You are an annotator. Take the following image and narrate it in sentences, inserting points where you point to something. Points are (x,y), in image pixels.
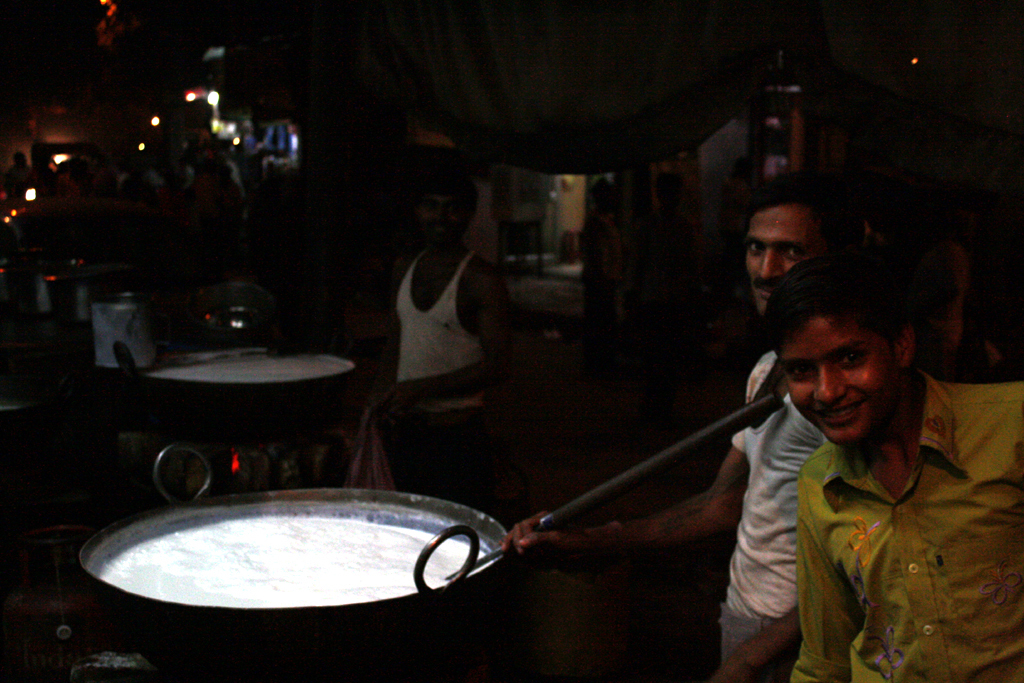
In this picture we can see people (802,487), here we can see bowls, lights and some objects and in the background (696,335) we can see it is dark.
